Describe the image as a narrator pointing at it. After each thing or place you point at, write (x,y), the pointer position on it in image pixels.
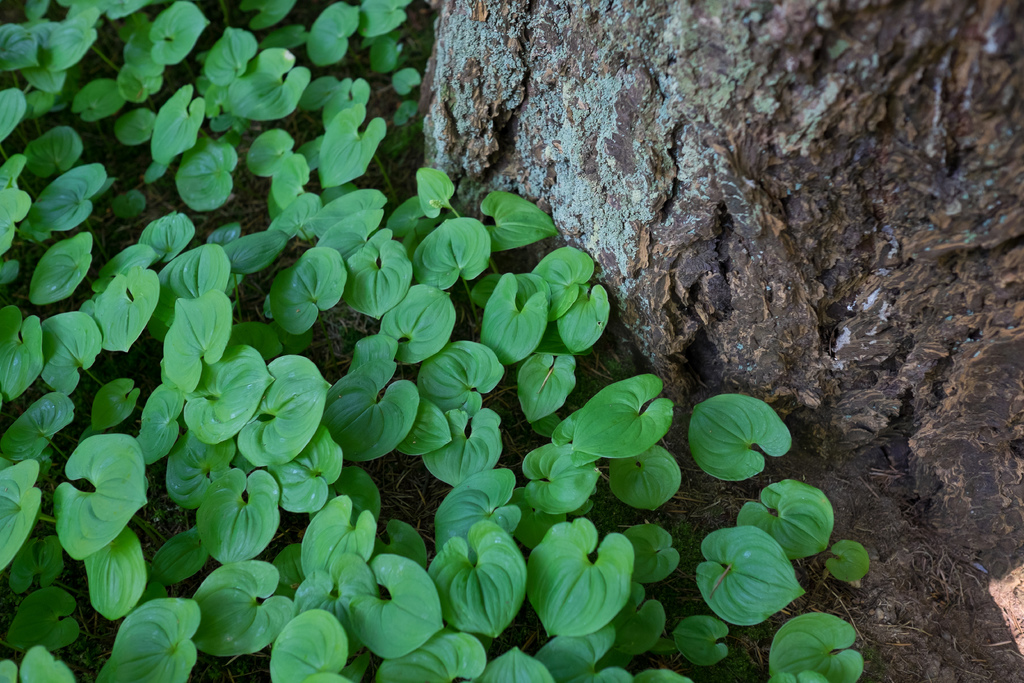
In the picture we can see a tree trunk (855,317) and beside it we can see full of leaves (859,566) on the ground surface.
